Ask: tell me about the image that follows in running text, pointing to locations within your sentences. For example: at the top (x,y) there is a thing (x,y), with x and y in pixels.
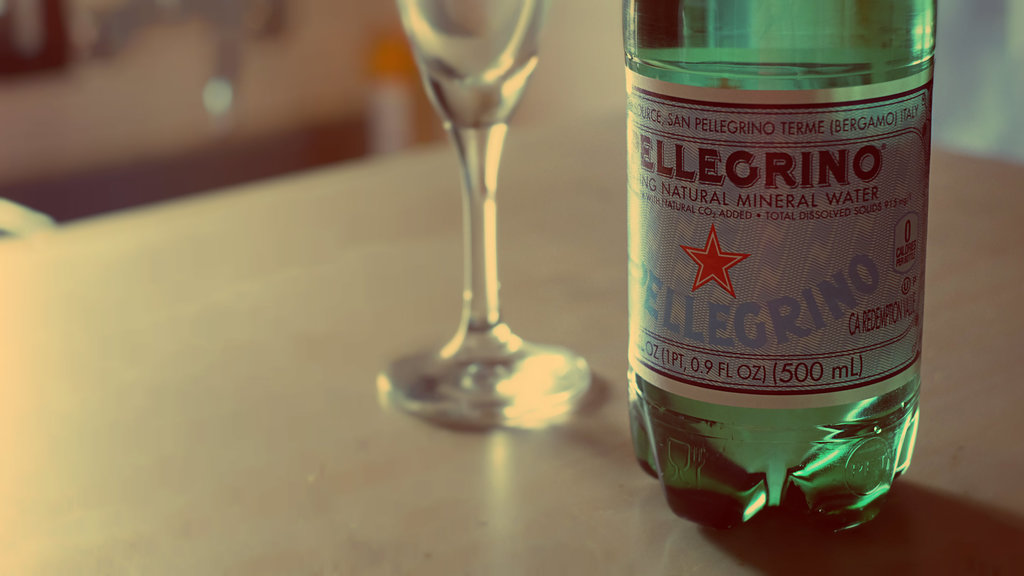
In this Image I see a glass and a bottle (669,59).
